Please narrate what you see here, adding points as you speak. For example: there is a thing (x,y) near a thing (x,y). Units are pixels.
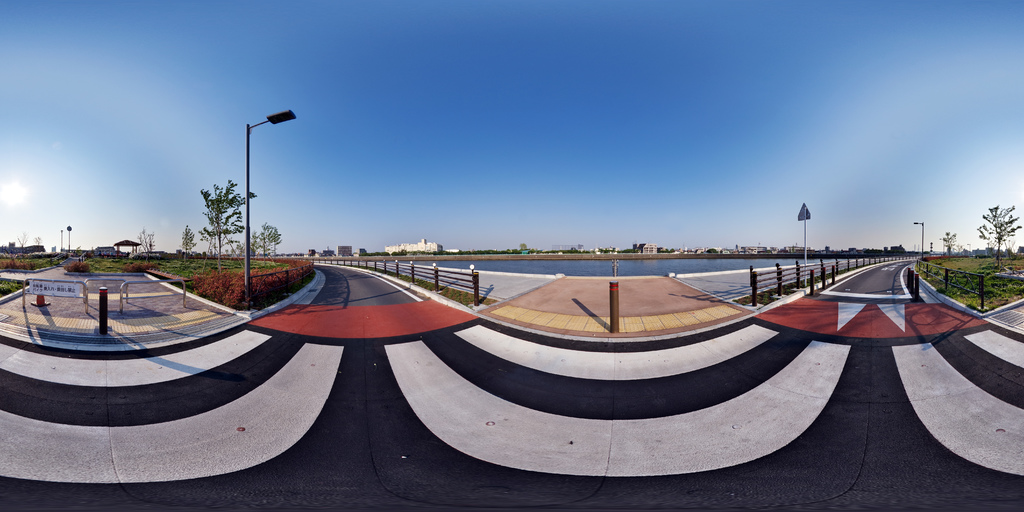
In the image we can see the roads (401,339) and the barriers (797,269). We can even see there are light poles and instruction poles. We can even see there are trees (224,224) and buildings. Here we can see grass (995,276), water (564,263) and the sky (570,75).
